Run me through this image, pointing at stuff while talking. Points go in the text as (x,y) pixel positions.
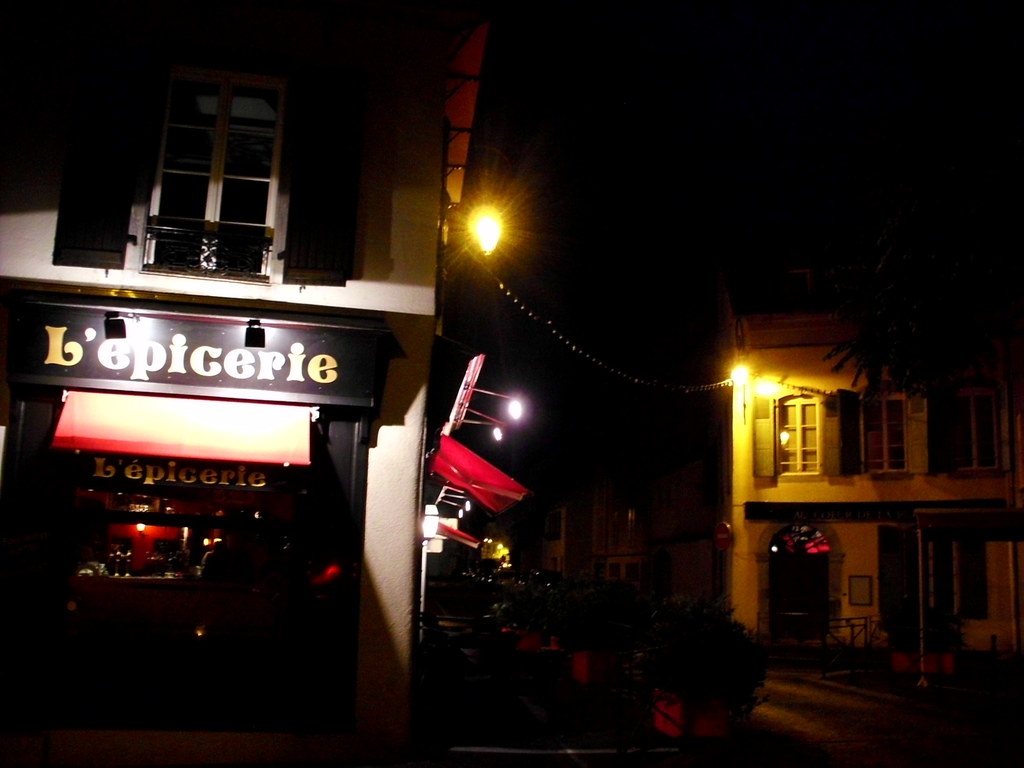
This picture is clicked outside the city. On the left side (225,543), we see a building (380,504) and a board (353,362) in black color with some text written on it. Beside that, we see the boards (459,404) and the banners (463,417) in white and red color. In the middle of the picture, we see the plant pots (702,717). On the right side (912,432), we see a pole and a building (940,547). In the background (726,415), it is black in color and this picture is clicked in the dark.
